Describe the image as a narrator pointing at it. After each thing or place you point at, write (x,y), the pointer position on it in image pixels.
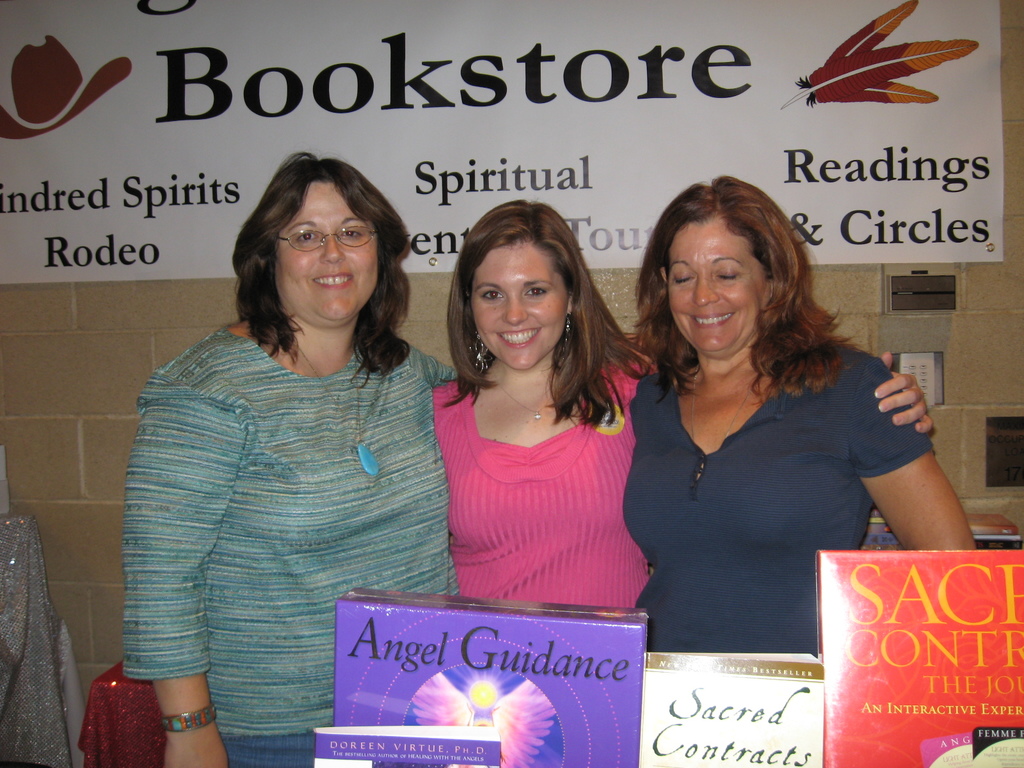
In this picture we can see three women (237,621) standing and smiling and in front of them we can see boxes (370,704) and in the background (107,16) we can see a banner (589,234) on the wall (73,290).
